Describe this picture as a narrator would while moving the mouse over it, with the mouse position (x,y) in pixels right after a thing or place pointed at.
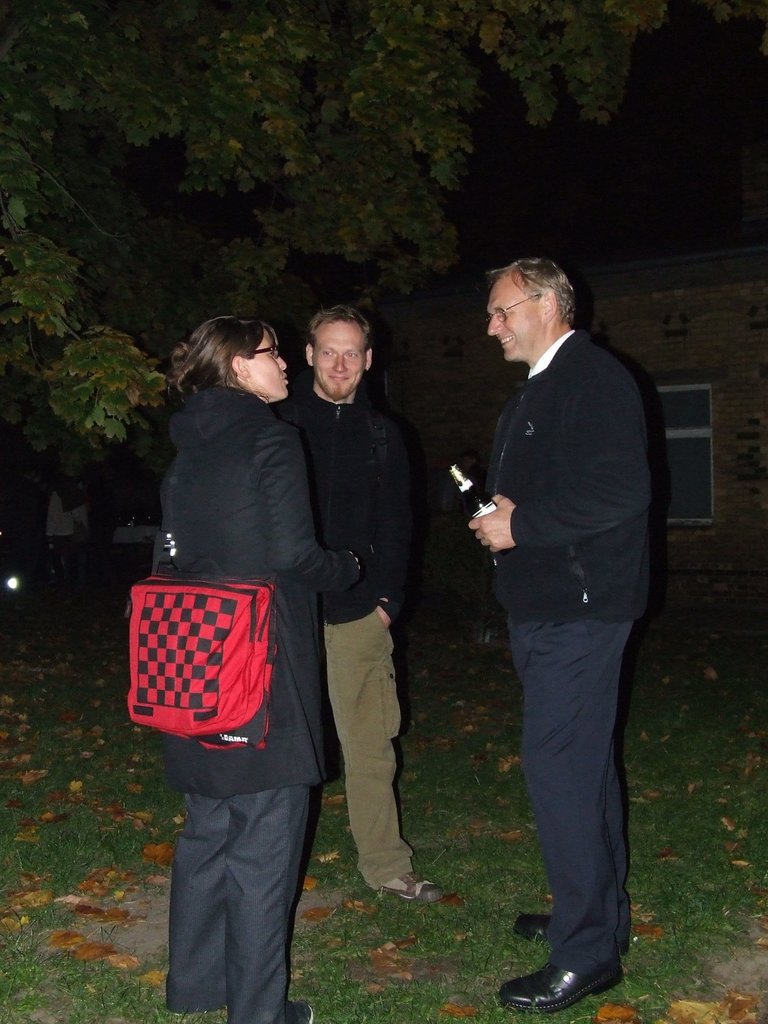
In this image we can see there are people (395,444) standing on the ground (112,837) and holding a bottle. And there is a grass (88,837), leaves (88,879), trees (315,171) and building (685,322).
